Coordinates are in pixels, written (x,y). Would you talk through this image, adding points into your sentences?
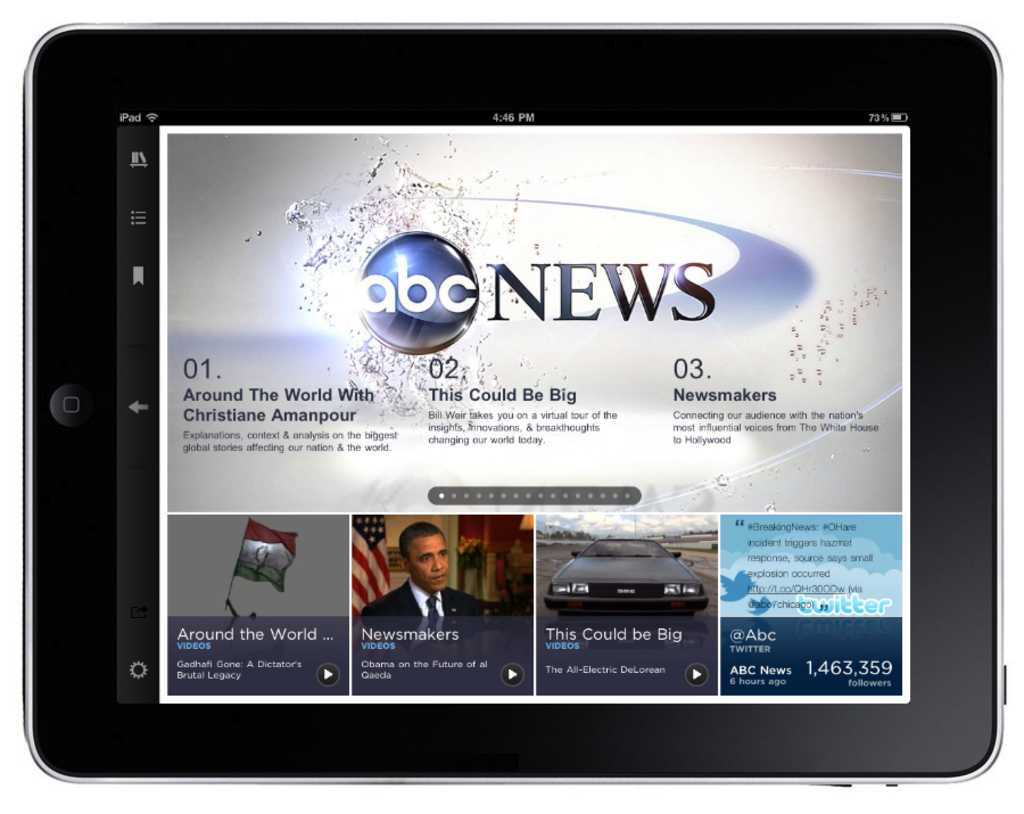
In this image there is a picture (38,171) of a mobile (495,447) as we can see there is some text (529,404) in the middle of this image (555,362) and there are some pictures (522,557) in the bottom of this image (430,632).
